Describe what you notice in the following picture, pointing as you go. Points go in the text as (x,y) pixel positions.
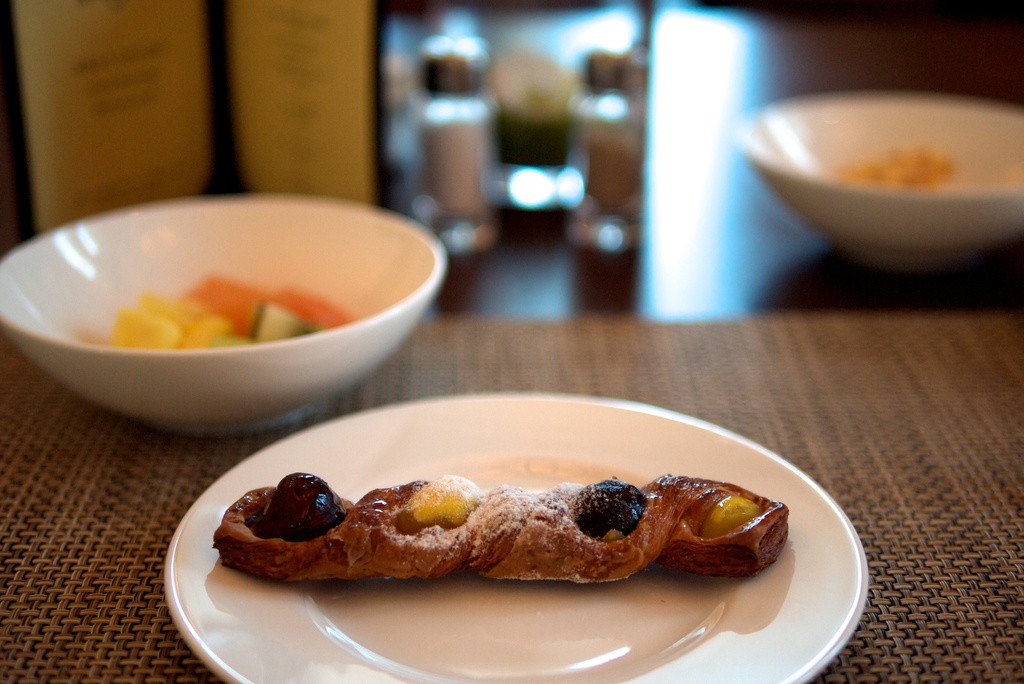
In this image we can see the food item (611,492) on the plate (707,582), we can see the bowl (312,225) on the surface (869,406), blurred background (912,182).
